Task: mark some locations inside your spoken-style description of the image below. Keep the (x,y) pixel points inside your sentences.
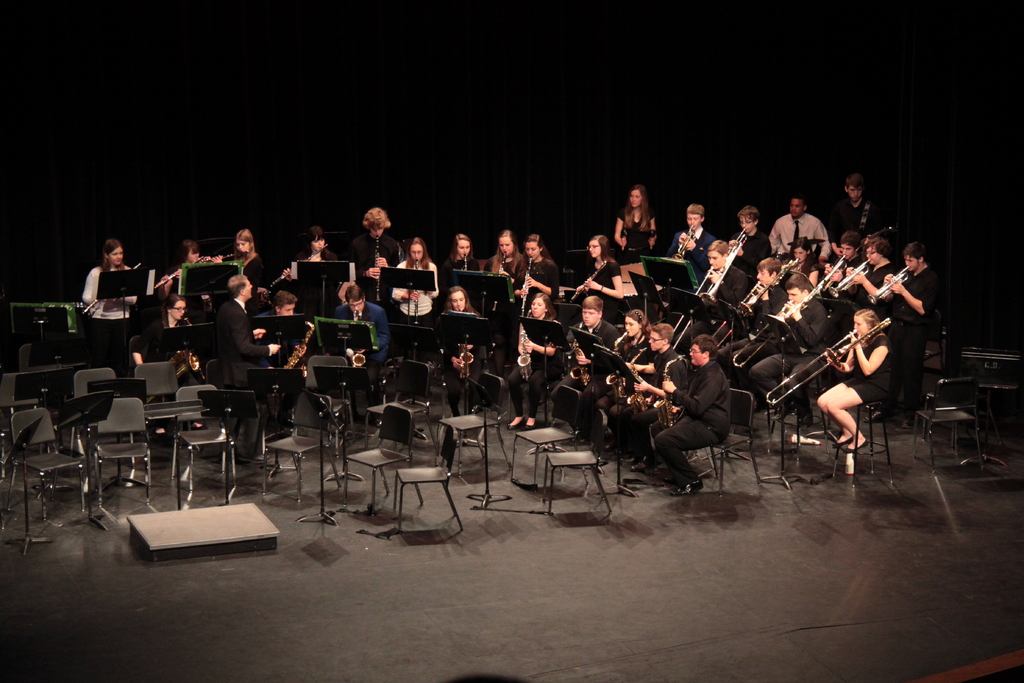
In this picture I can observe some people (348,310) sitting on the chairs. All of them are playing musical instruments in their hands (664,388). There are men (369,265) and women (640,348) in this picture. The background (484,105) is dark.
